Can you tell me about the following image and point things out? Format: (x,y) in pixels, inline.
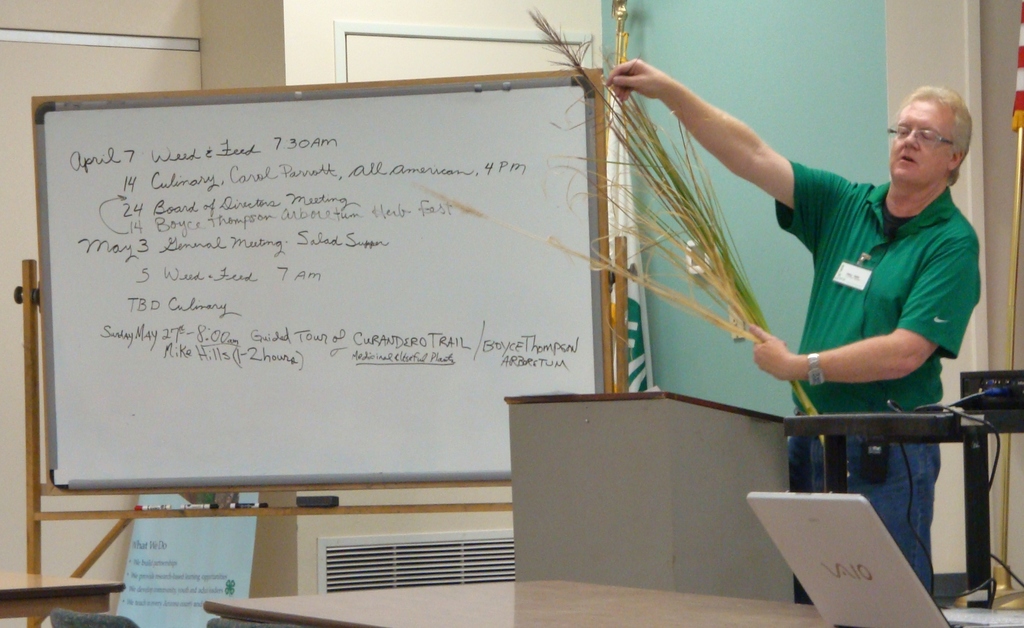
In this picture we can see a man (868,360) who is standing on the floor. He has spectacles (925,137). This is board (460,222) and there is a table (715,613). This is laptop (820,549). On the background (790,74) there is a wall (746,38).
